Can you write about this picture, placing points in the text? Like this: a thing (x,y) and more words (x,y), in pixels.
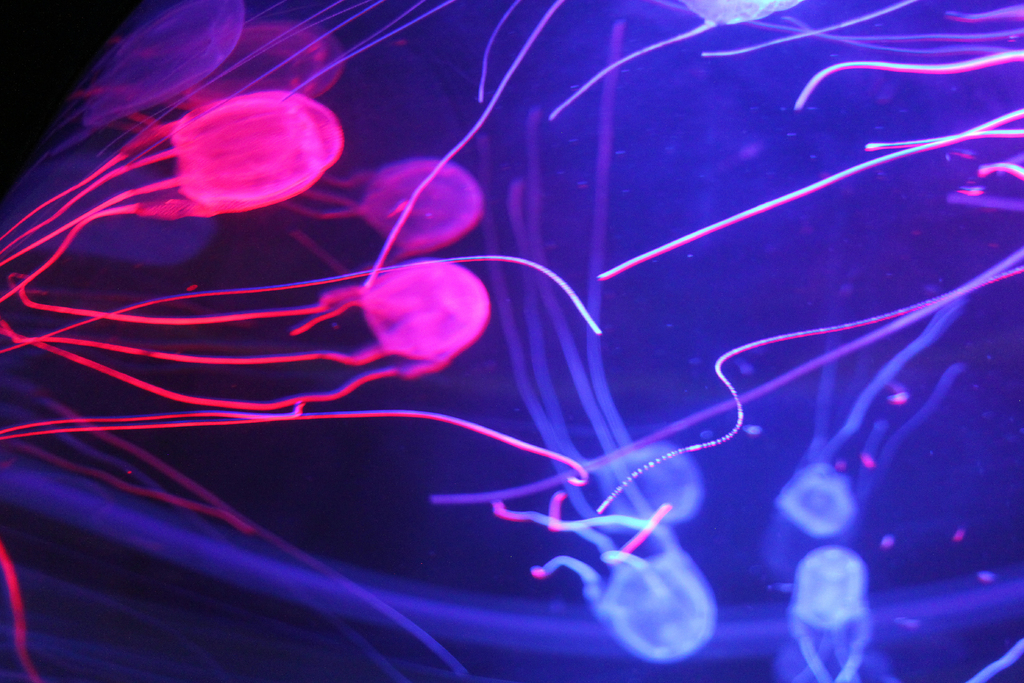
In this image we can see jellyfish (536,323).
